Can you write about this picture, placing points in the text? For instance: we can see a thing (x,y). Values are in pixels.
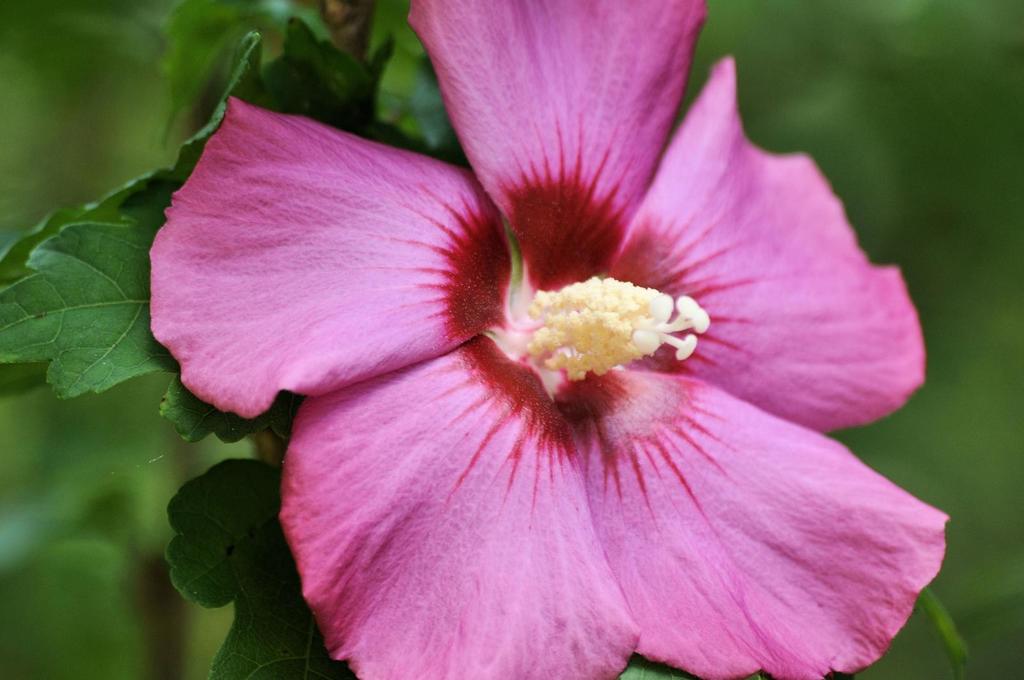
This is a zoomed in picture. In the center (656,228) we can see a pink color flower (580,415) and in the background (248,497) we can see the leaves (407,94).
